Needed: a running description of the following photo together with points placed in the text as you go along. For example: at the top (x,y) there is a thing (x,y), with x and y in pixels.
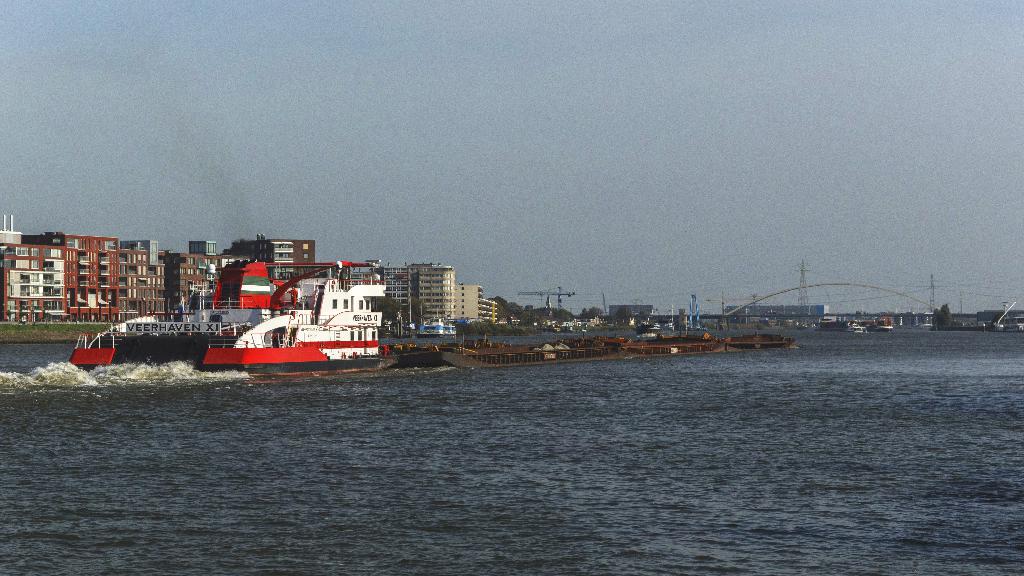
In this picture we can see a few ships (710,343) in the water (207,452). Waves (207,452) are seen in water (168,372). There are some buildings (102,284), wires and towers (933,294) in the background (977,322).
